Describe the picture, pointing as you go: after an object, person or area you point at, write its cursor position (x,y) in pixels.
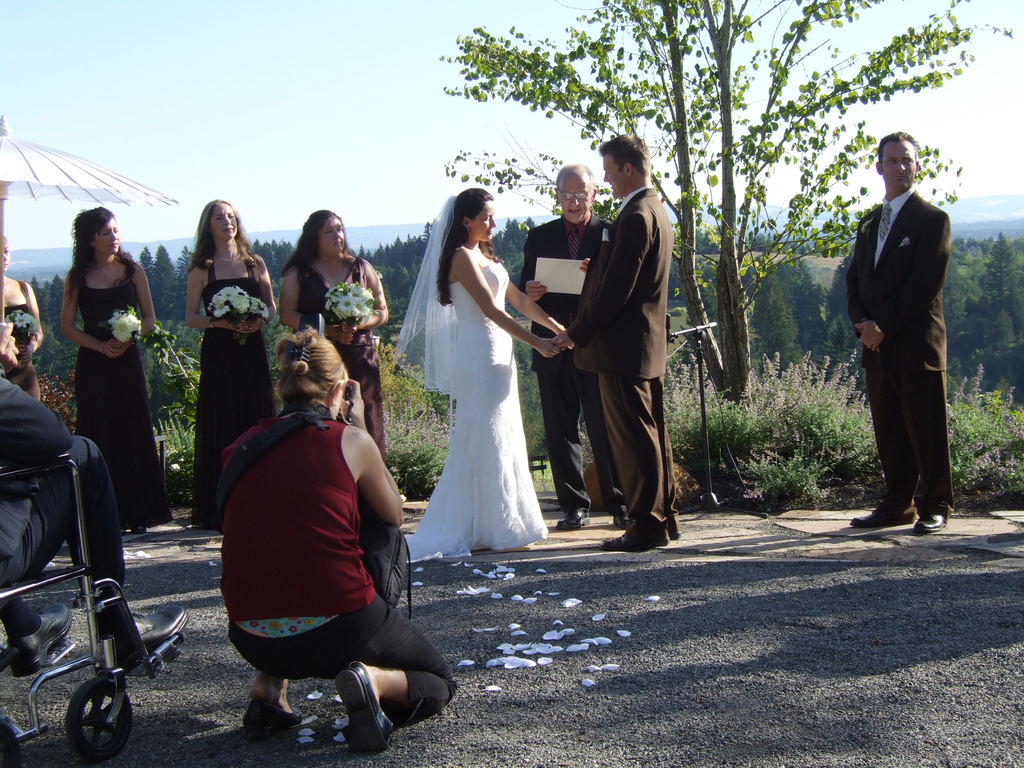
In this image I can see a woman (517,501) wearing white colored dress (471,441) and a person (657,341) wearing blazer (647,351) and pant (653,459) are standing and holding hands (545,342). In the background (289,278) I can see few other persons (303,266) standing and holding flower bouquets (241,309), a person (537,282) standing and holding a paper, a woman (310,445) sitting and holding a camera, a white colored umbrella (121,196), few trees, few mountains (425,226) and the sky (323,110).
